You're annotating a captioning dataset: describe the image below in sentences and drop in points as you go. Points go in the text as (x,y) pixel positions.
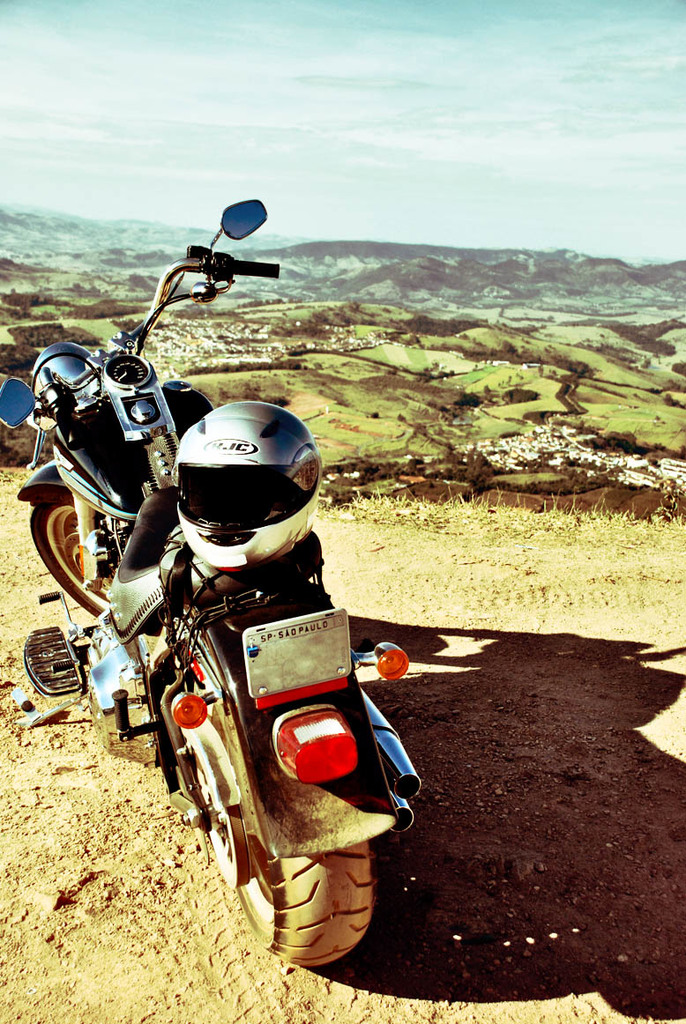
In this image a bike (58,367) is on the land (511,887) having some grass (391,518). A helmet (210,544) is on the bike (243,610). Right side (464,399) there are trees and buildings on the grassland (442,393). Background (254,244) there are hills (337,289). Top of the image (407,155) there is sky (365,184).
